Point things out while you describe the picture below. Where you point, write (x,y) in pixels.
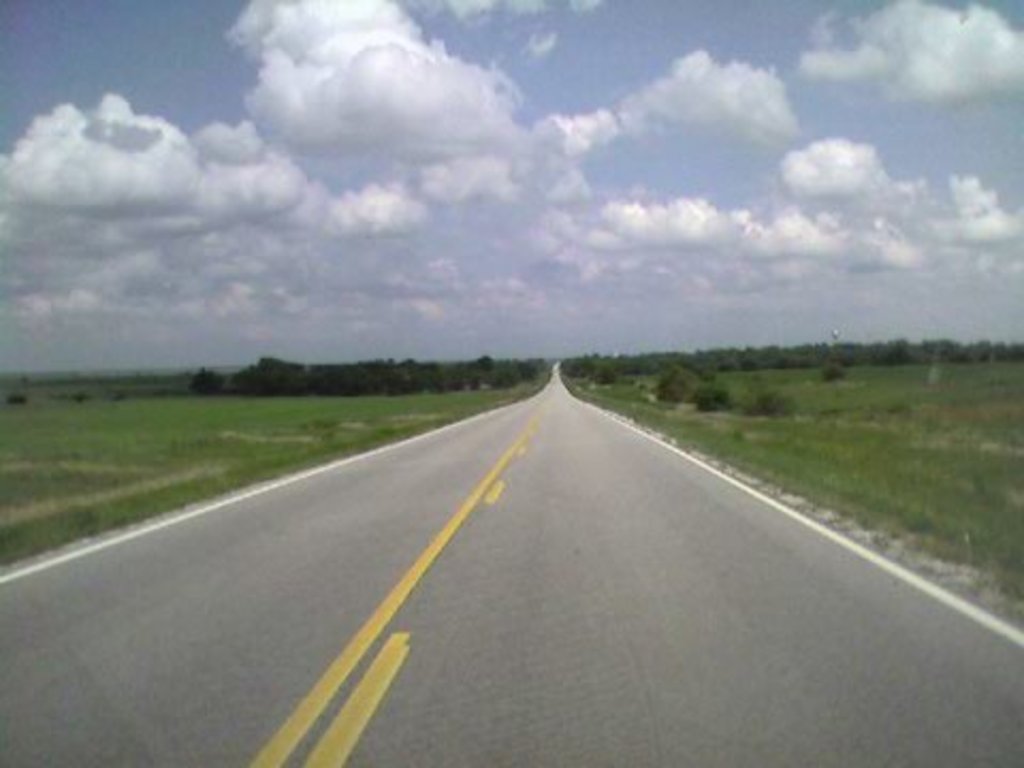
This is the road (513,508) with the margins (669,446). Here is the grass (706,422). I can see the trees (329,373) and small bushes (765,404). These are the clouds (591,200) in the sky (700,182).
